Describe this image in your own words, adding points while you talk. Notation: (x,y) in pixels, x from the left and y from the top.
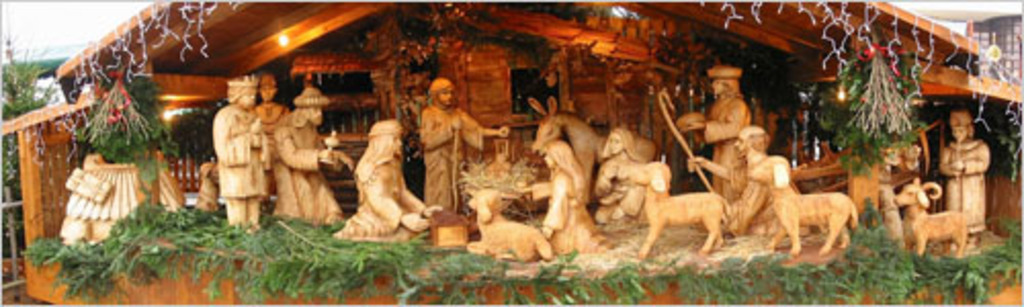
In this picture we can see there are sculptures (663,163) of people (224,164) and animals (654,190) in the small wooden house (243,59) and in the house (258,53) there are lights (171,106) and leaves (930,259). Behind the house (53,211) there is a tree (19,91) and it looks like the sky (33,40).
